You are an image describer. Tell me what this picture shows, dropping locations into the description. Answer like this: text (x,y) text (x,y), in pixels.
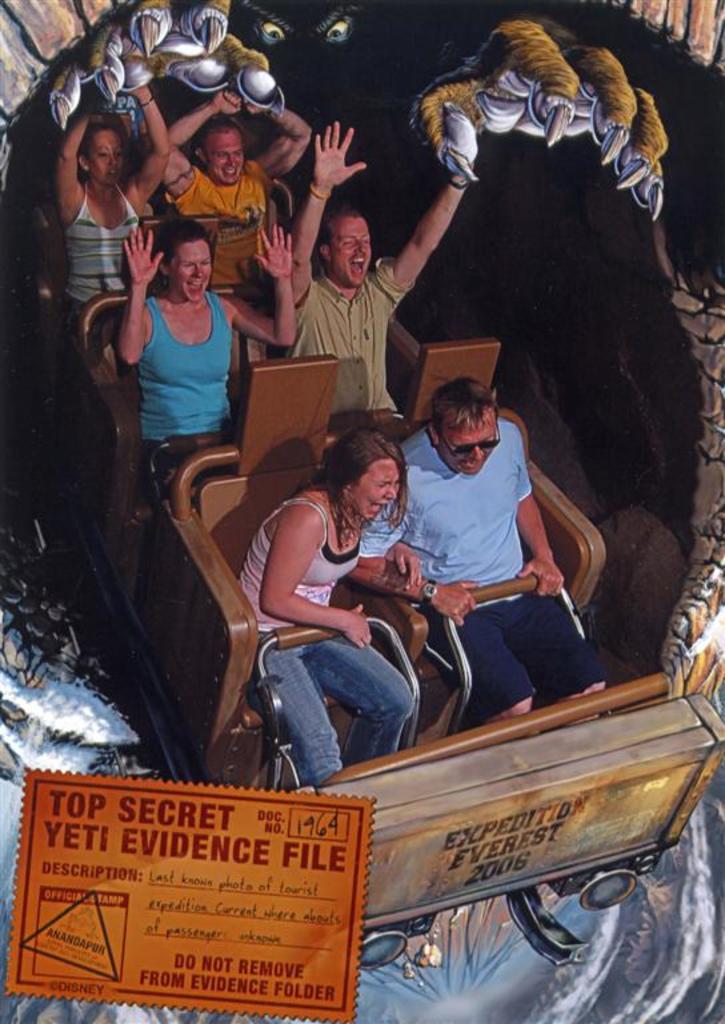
In the center of the image (287,576) there are people (299,705) sitting. At the bottom of the image (73,780) there is some text (329,822).
